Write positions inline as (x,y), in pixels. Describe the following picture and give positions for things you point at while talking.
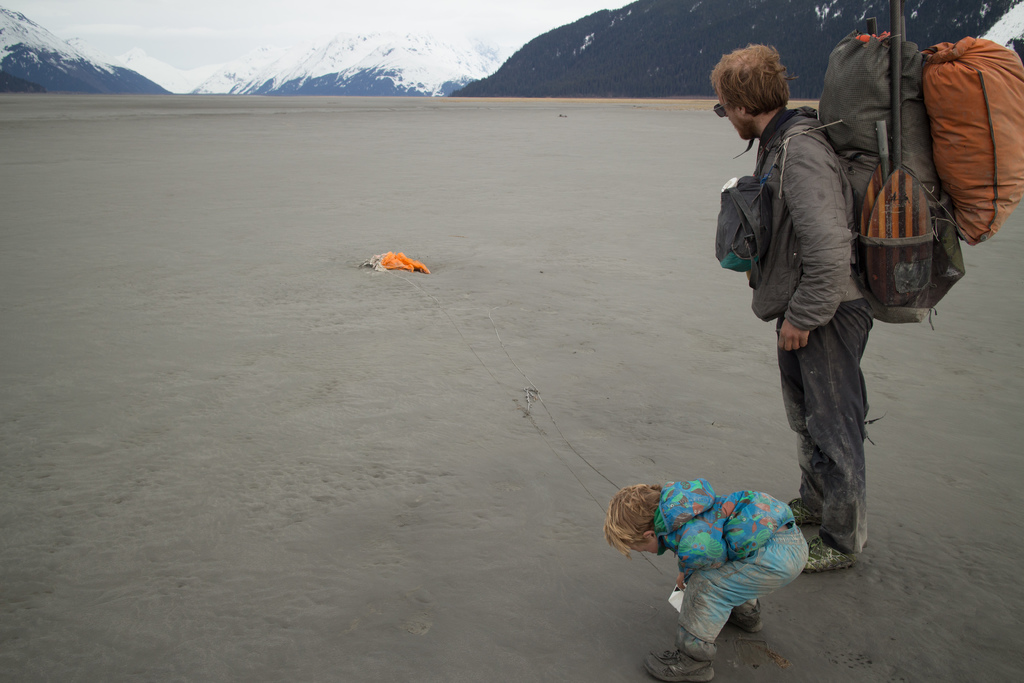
This picture shows a man (796,287) standing and he wore backpacks (945,129) on his back (847,241) and he wore sunglasses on his face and we see a boy (688,502) and a cloth (378,265) on the ground (313,262) and we see mountains (394,44) with snow (388,39).
